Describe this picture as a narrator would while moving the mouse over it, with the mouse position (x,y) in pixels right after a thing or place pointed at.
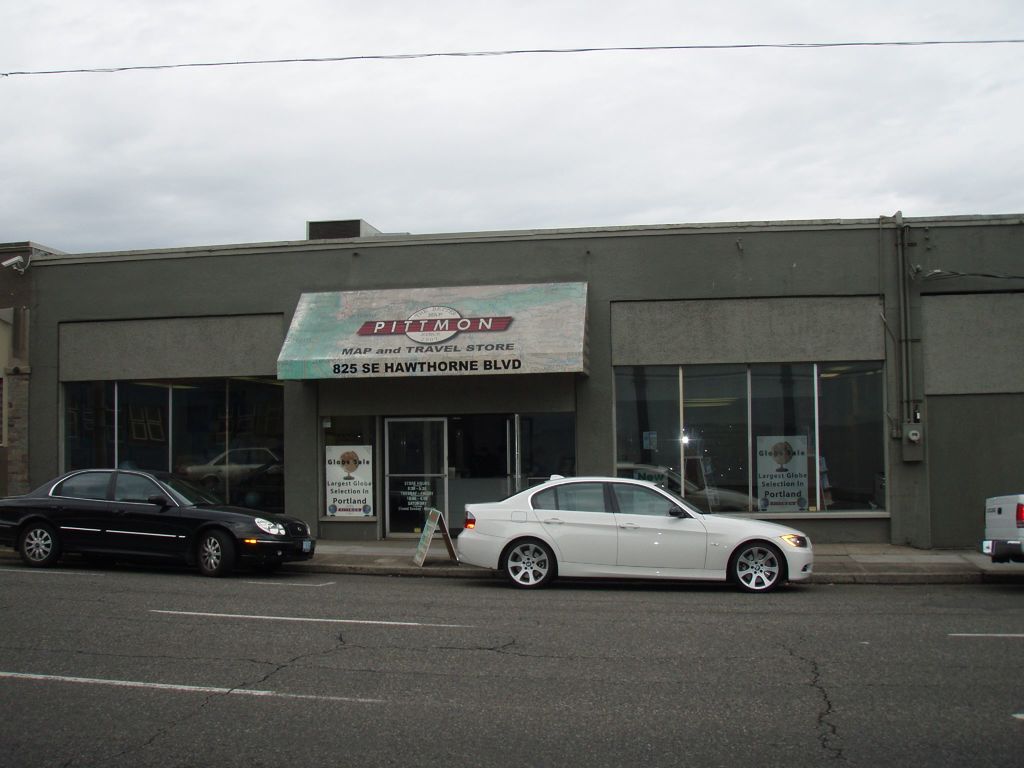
In this image we can see a building (375,420), name board (316,360), vehicles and other objects (363,453). At the top of the image (483,108) there is the sky (452,38). At the bottom of the image (409,712) there is the road (530,657).
